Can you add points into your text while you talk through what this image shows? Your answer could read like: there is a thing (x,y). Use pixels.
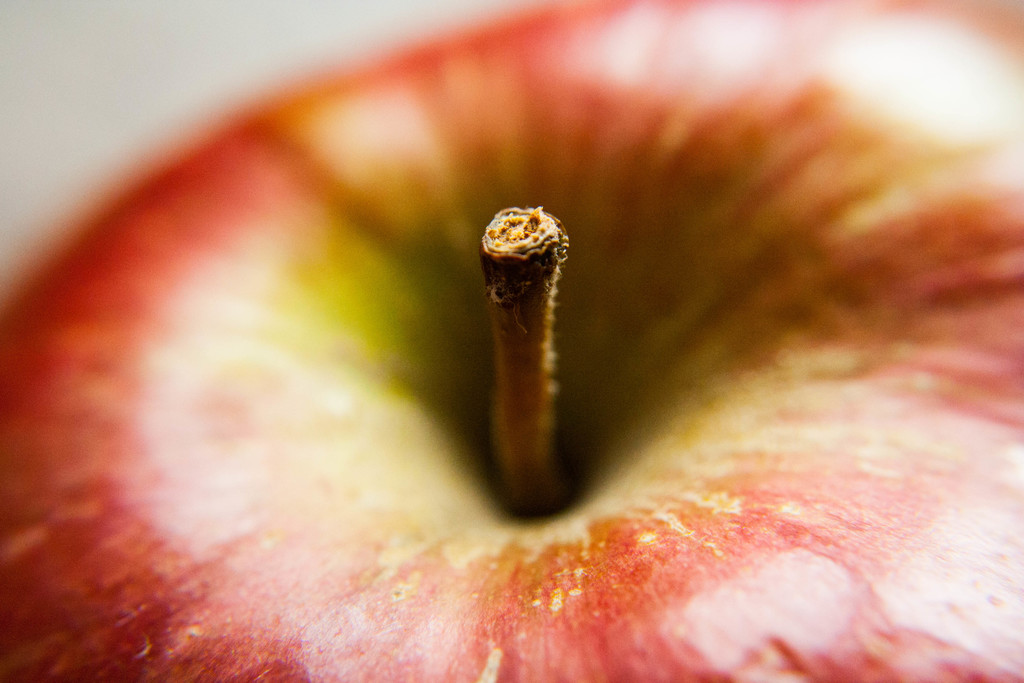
In this picture we can observe an apple (284,259) which is in red and green color. We can observe a stem (508,299) of an apple (487,419).
